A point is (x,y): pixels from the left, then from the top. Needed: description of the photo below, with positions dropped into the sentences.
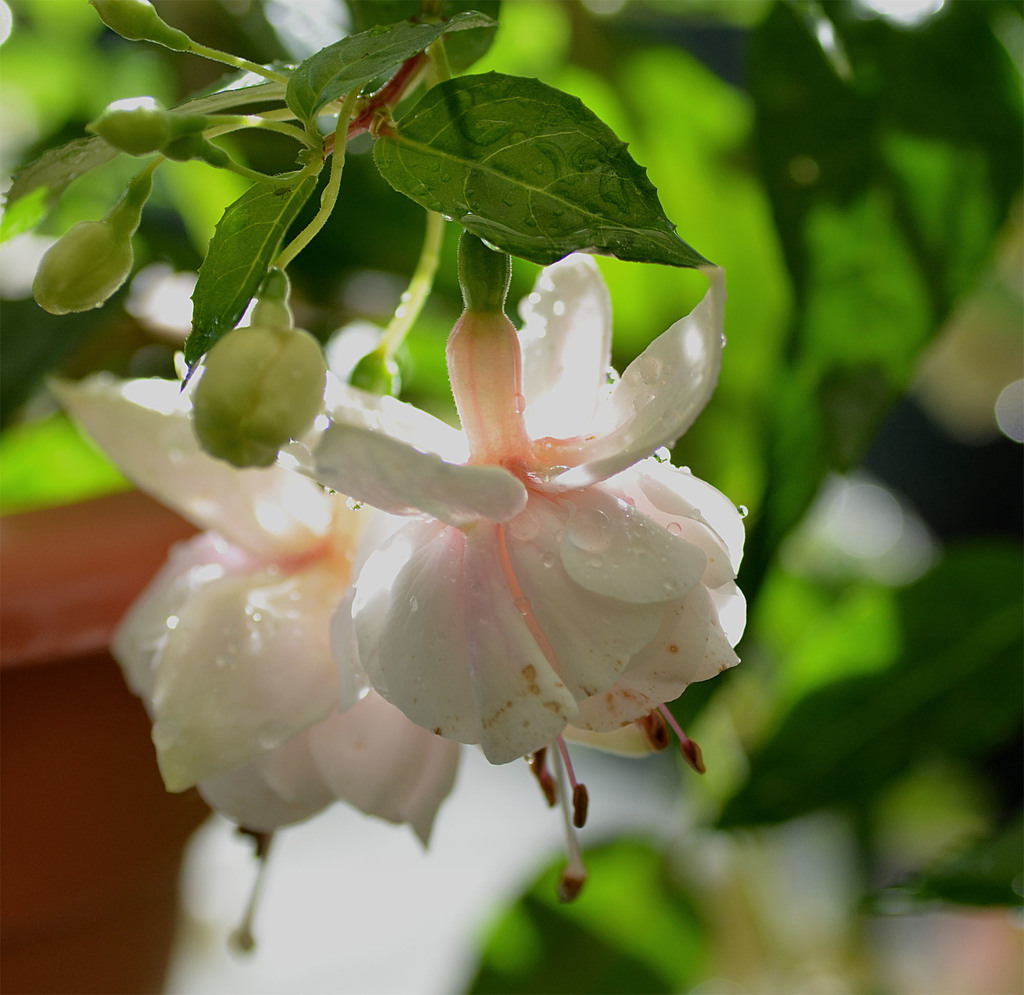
In this image I can see few white colour flowers (565,403) and few green colour leaves (541,252) in the front (482,363). In the background (618,125) I can see green colour things (782,688), a brown colour thing (2,526) and I can see this image is little bit blurry in the background (865,510).
